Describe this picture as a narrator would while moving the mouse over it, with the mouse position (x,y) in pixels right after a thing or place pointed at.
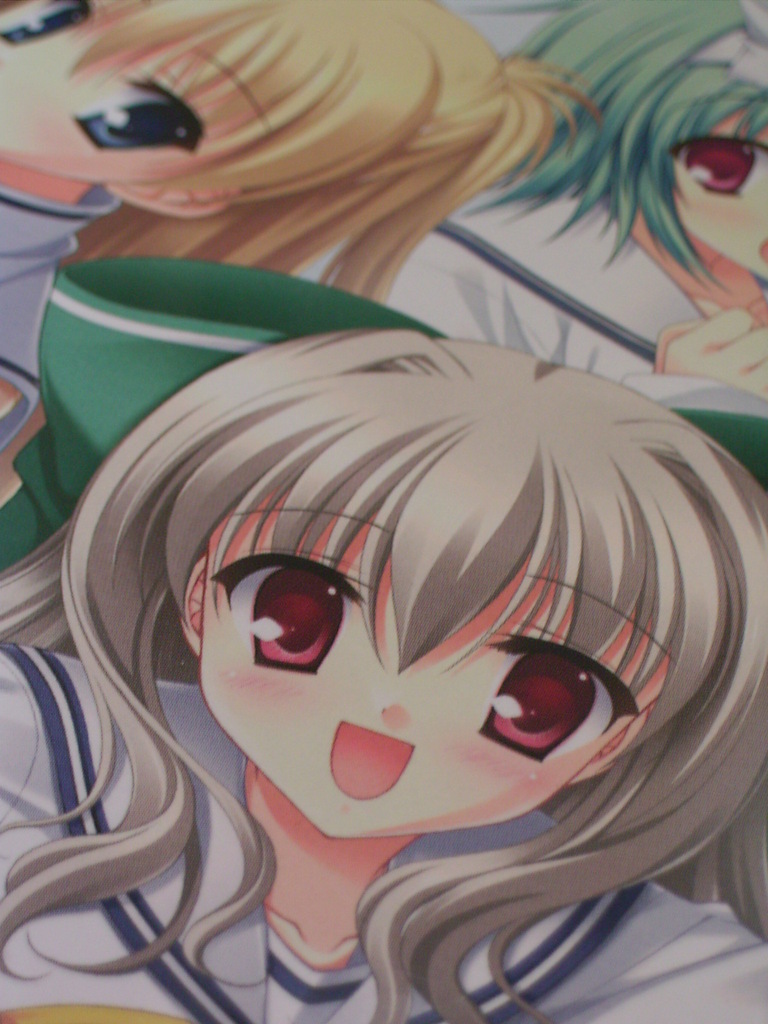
There are cartoons (575,688) presenting in this picture.
